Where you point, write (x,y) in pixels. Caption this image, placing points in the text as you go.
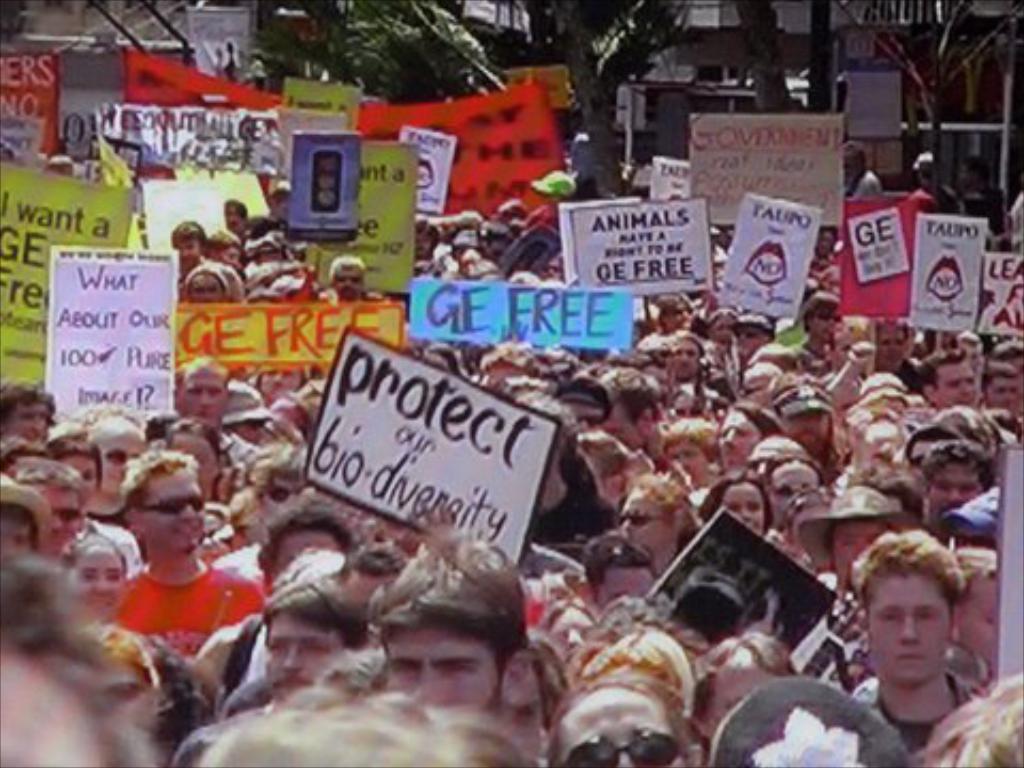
In this image there are group of persons (791,508), there are boards (595,301), there is text (361,362) on the boards (771,291), there are trees (670,37) truncated towards the top of the image (361,28), there are boards (52,194) truncated towards the left of the image (50,210), there are boards (994,280) truncated towards the right of the image (1011,279), there are persons (27,512) truncated towards the left of the image (47,524), there are persons (994,376) truncated towards the right of the image (999,394), there are persons (140,728) truncated towards the bottom of the image (563,692).
